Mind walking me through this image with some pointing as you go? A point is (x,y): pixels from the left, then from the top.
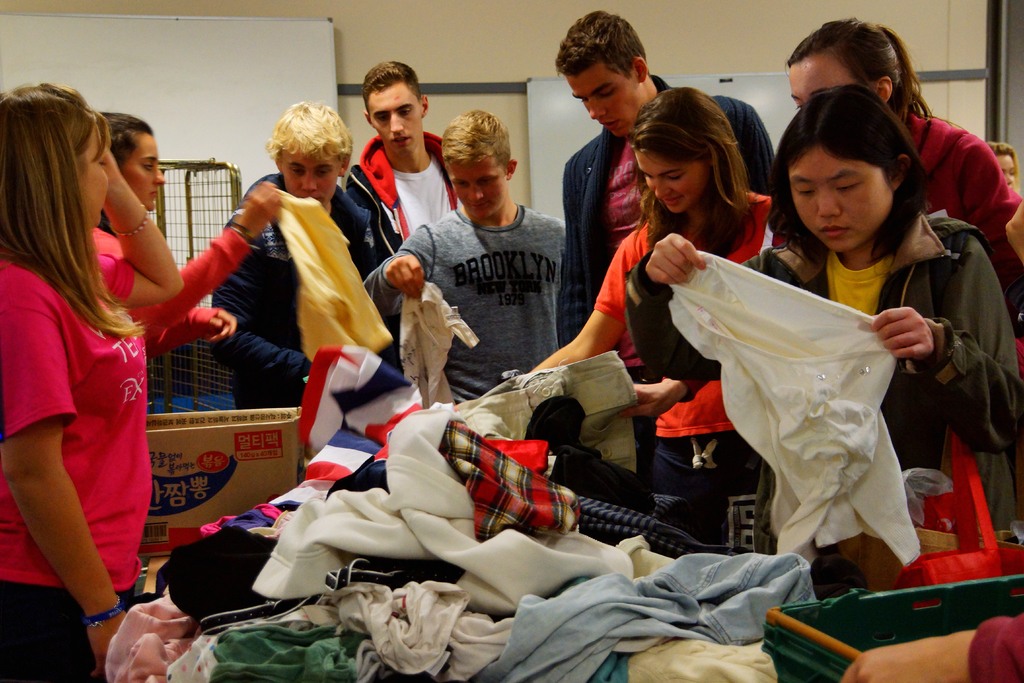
This image is taken indoors. In the background (500,98) there is a wall (442,72) and there are two boards (246,91). On the left side of the image (122,202) two women (70,349) are standing and there is a cardboard box (164,439) and a mesh (169,232). At the bottom of the image (415,631) there are many clothes (403,567) and a basket (792,615) on the table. On the right side of the image (948,625) a person (912,654) is holding a basket (959,618) and a woman (906,407) is holding a shirt (813,386) in her hands (923,344). In the middle of the image (366,262) a few people (478,287) are standing.
